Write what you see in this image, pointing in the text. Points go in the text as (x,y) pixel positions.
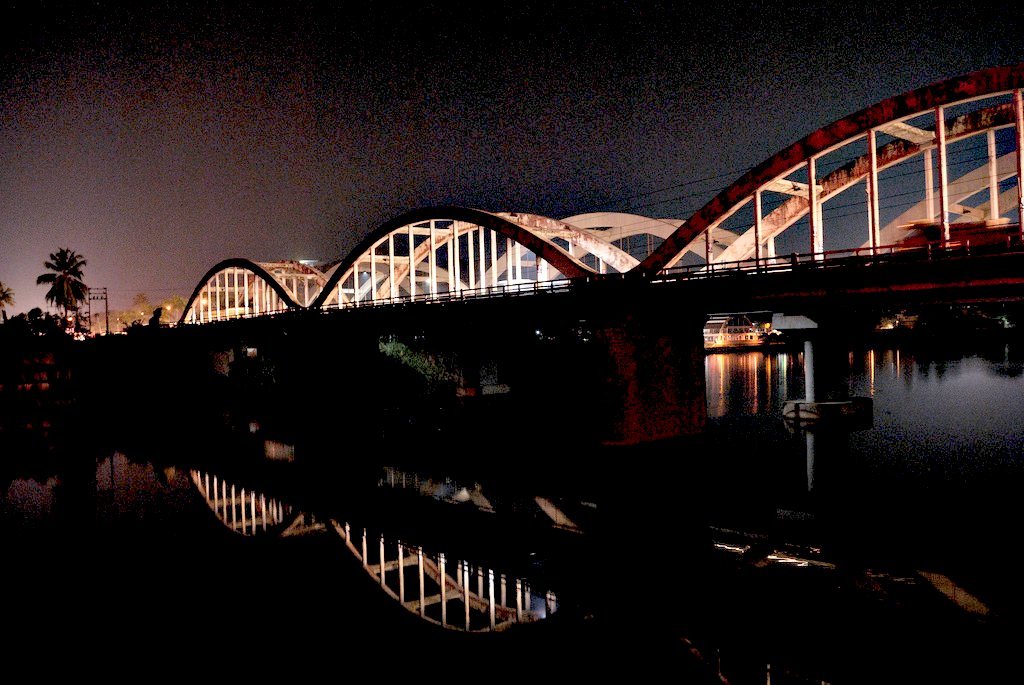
In this image, in the middle (435,299), we can see a bridge (321,305). On the left side (71,321), we can see some trees (140,306), electric pole (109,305), electric wires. At the top (399,159), we can see a sky (405,136), at the bottom (912,594), we can see a boat (709,317) which is floating in the water (690,664) and the mirror image (252,521) of a bridge (814,295). At the bottom (612,561), we can also see black color.
